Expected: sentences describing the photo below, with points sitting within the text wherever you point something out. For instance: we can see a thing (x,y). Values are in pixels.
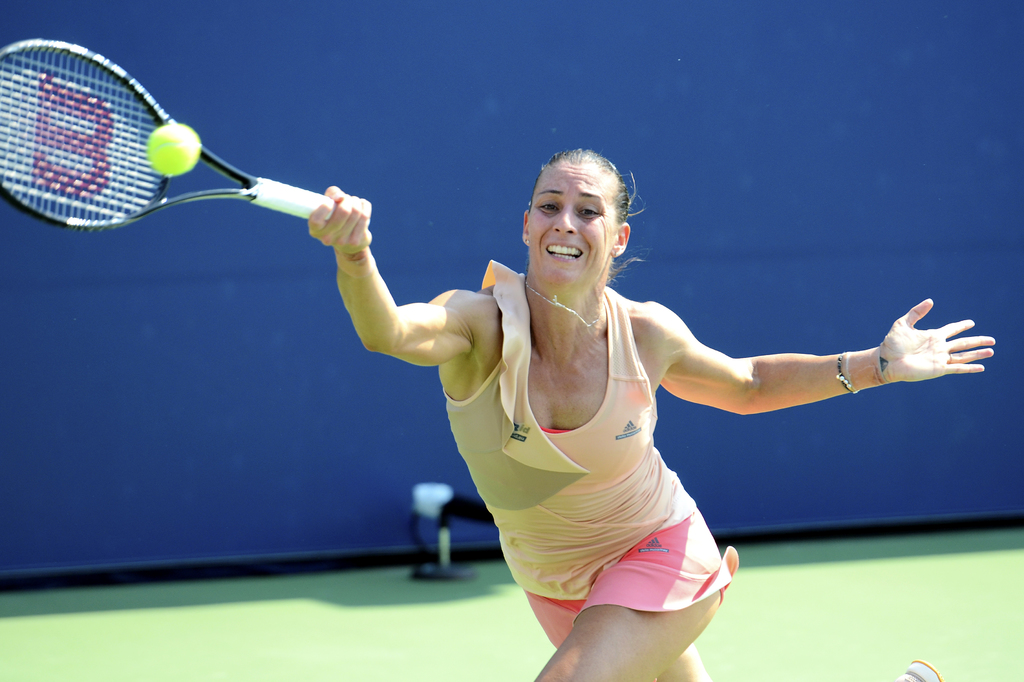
In the center of the image (399,332) there is a lady (543,480) playing tennis. There is a tennis bat (203,153) in her hand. She is about to hit the tennis ball (182,154) with her bat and there is a wall (470,77) behind her.
